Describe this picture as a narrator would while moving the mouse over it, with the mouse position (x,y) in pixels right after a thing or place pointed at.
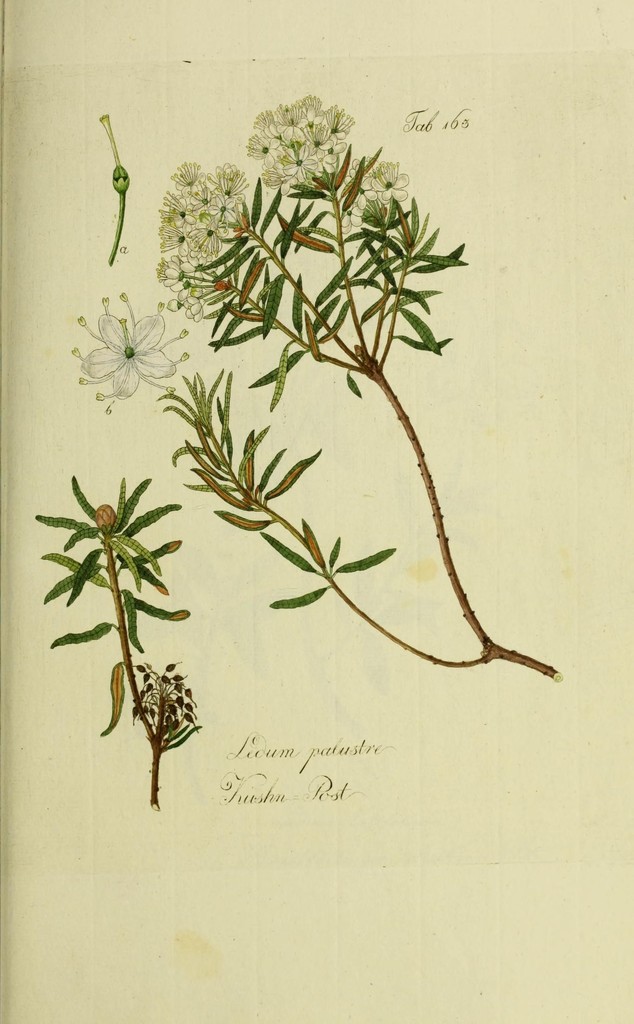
In this image we can see the picture of plant (344,211) with green leaves (286,240) and white flower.
